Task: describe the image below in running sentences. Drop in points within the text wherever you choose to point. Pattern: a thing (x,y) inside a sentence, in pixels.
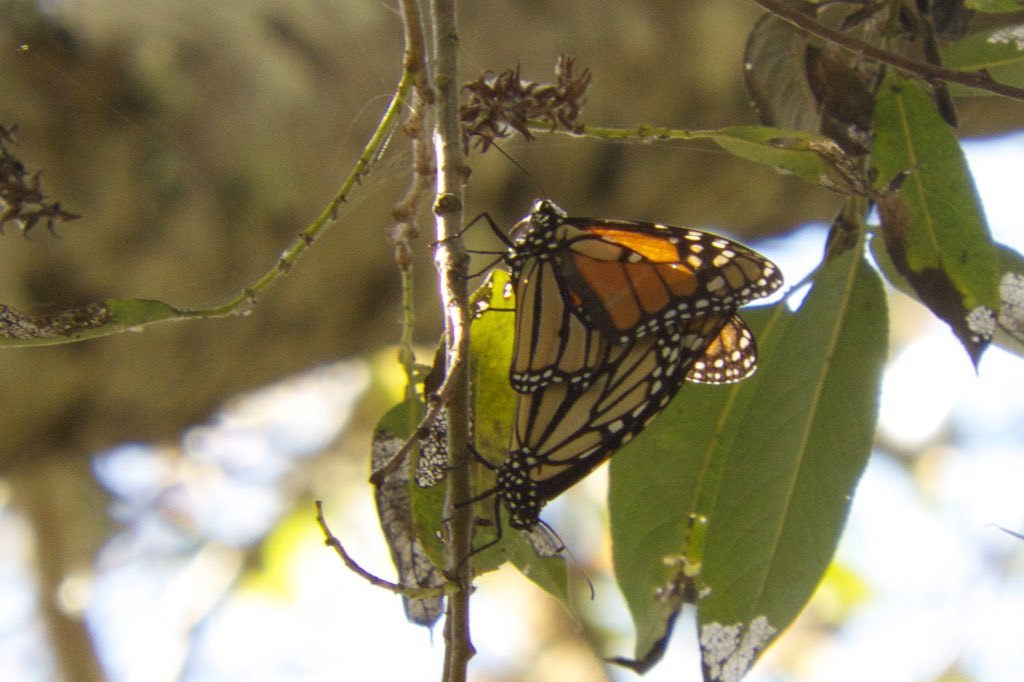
This picture seems to be clicked outside. In the center (594,305) we can see two butterflies (502,469) on the stem (445,371) and we can see the green leaves (709,544) and some other objects (35,189). The background of the image (7,581) is blurry.
